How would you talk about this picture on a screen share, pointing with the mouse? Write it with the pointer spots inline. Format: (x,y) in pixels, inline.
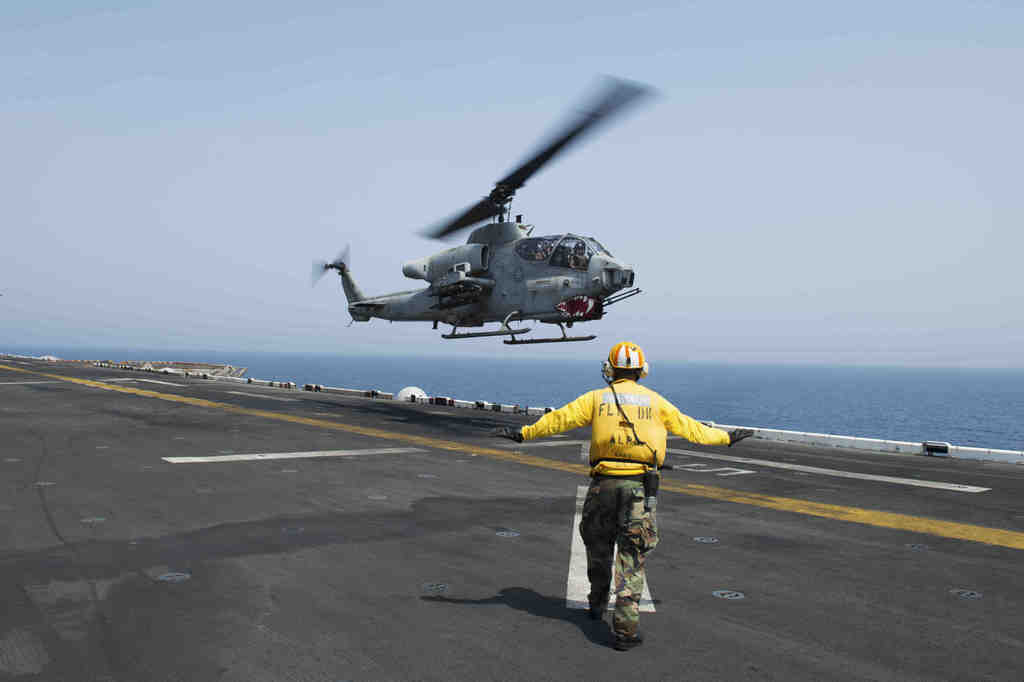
In the center of the image (676,431) we can see one person (593,462) standing on the deck (663,470) and he is wearing a helmet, jacket (644,416) and gloves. And we can see one helicopter (466,254). In the helicopter (463,293), we can see two persons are sitting and wearing helmets (548,248). In the background (520,98) we can see the sky (960,23), clouds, water (910,393) and a few other objects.
